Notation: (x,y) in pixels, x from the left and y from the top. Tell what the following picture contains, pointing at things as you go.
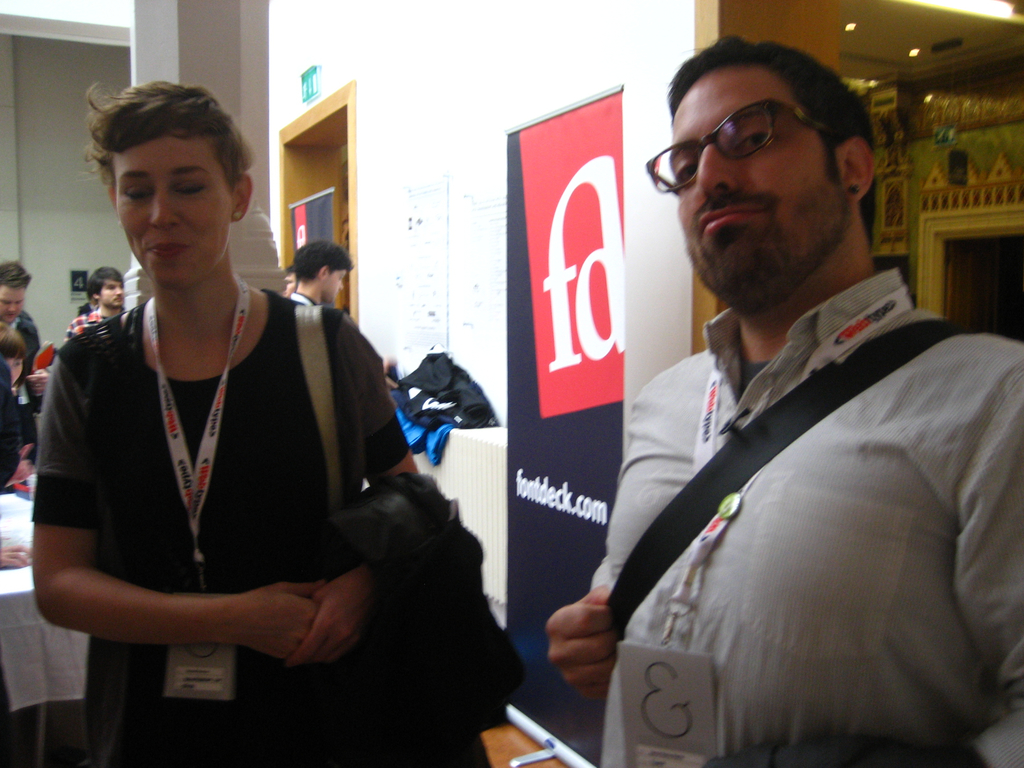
In this image there is a lady (306,471) and a person (962,713) standing, behind them there are a few people (16,566) standing and there is a table (77,643) with some objects (7,534) on it, in the background (535,263) there is a banner (546,423) with some text (561,487) is attached to the wall (492,315) and there is a door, beside the banner (541,295) there are few objects (420,400). At the top of the image (918,57) there is a ceiling (906,64) with lights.
